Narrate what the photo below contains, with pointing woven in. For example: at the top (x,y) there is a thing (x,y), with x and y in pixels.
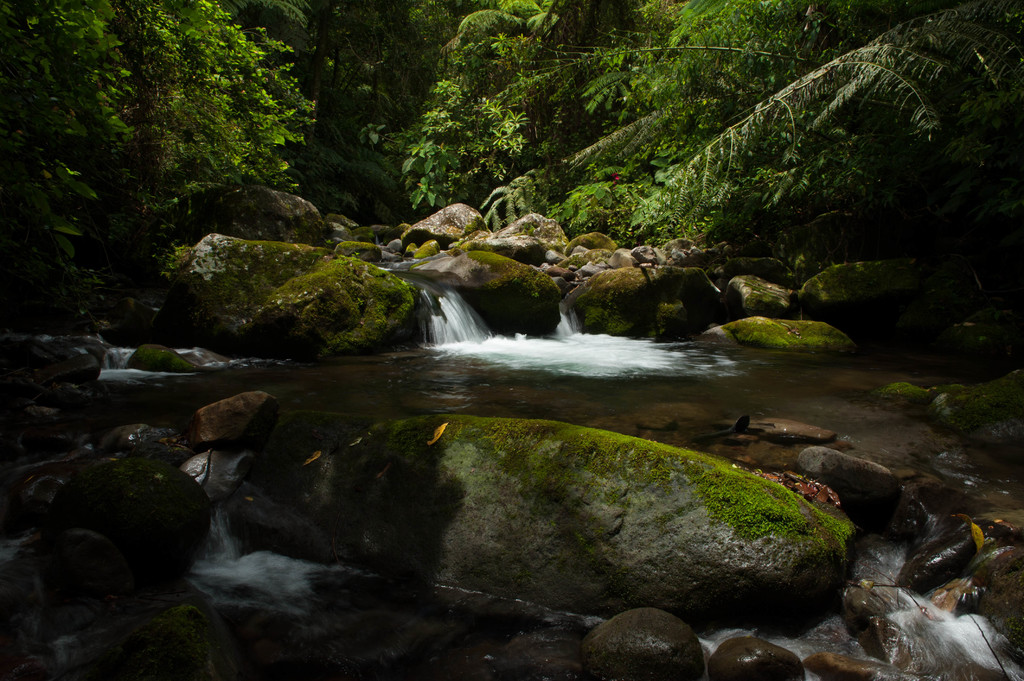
In this image we can see the trees (541,140), rocks (590,262), water (643,425) and also the dried leaves (431,441).
